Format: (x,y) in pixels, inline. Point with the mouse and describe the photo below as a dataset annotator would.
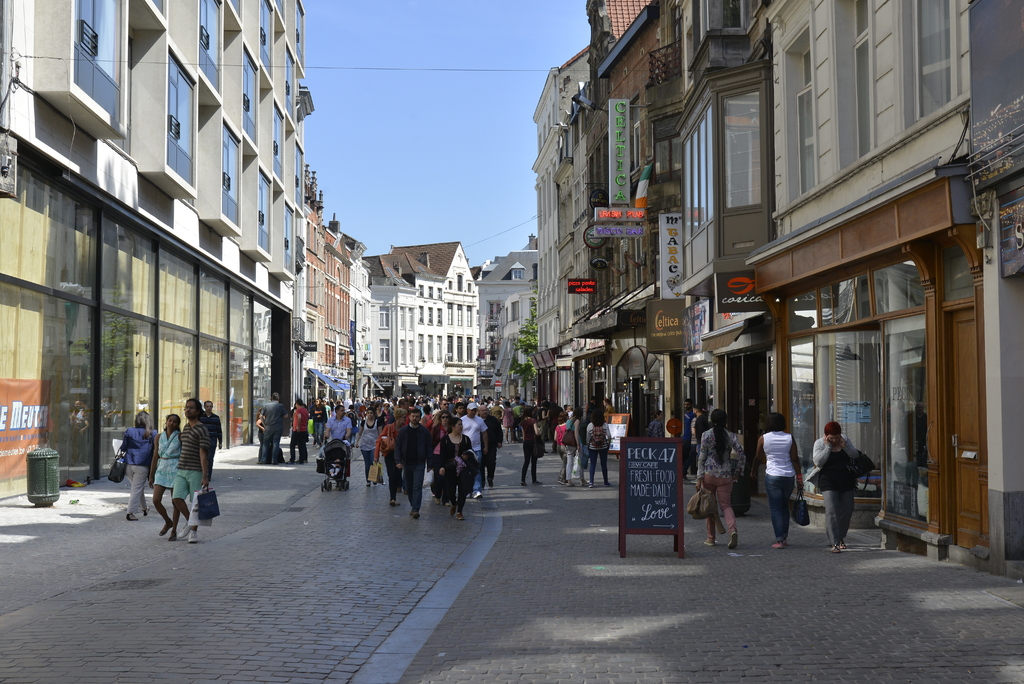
In this image we can see persons (353,420) on the road (320,524), stores (598,290), buildings (607,251), windows (86,325), information boards (681,508), prams (340,485), bags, trees (531,298) and sky (351,202).
